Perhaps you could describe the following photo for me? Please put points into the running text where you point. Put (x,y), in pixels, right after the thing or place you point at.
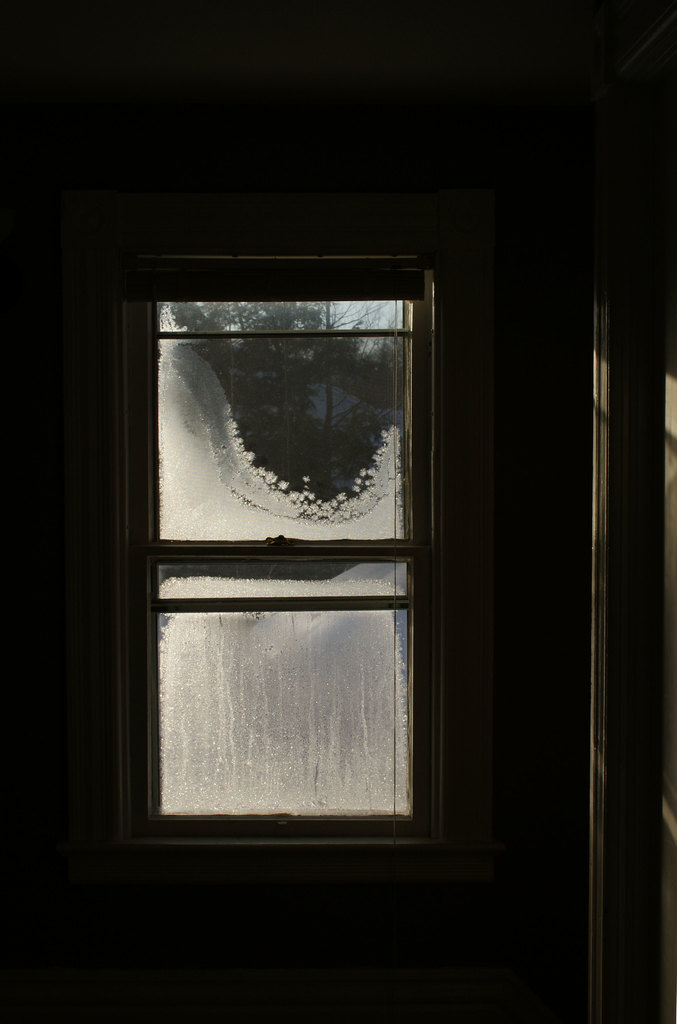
In this image, in the middle (347,629), we can see a glass window (344,615), outside of the glass window (327,341), we can see some trees (303,375). In the background (46,990), we can see black color.
